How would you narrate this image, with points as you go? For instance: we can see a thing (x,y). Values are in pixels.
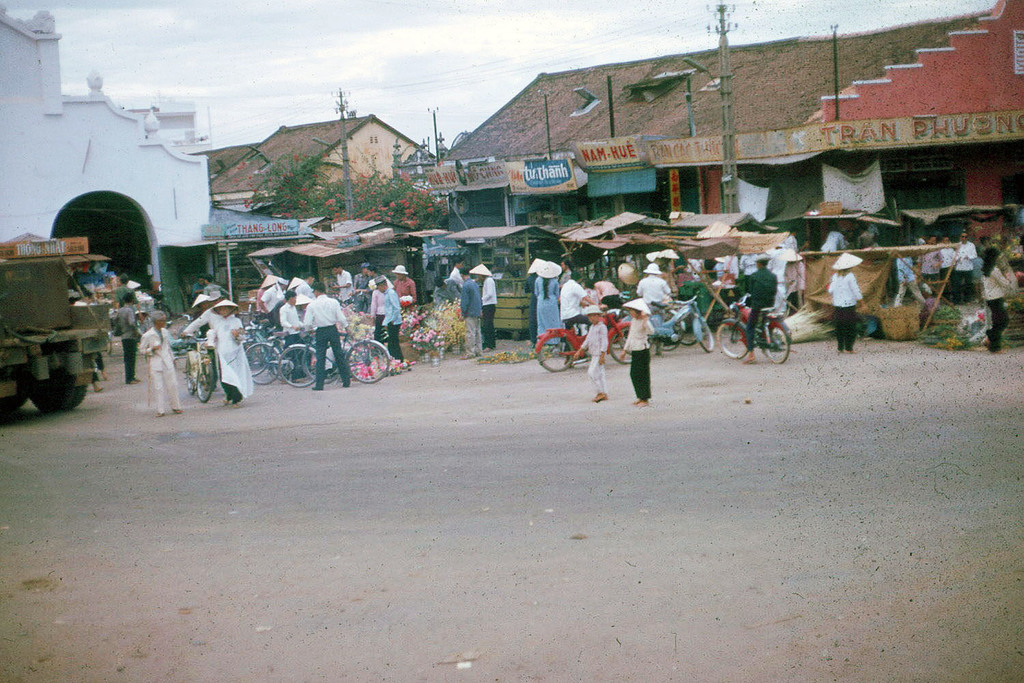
This picture is clicked outside. In the center (642,349) we can see the group of persons (999,293) and we can see the tents (256,254), vehicle (107,327), group of person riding bicycles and we can see the flowers (437,338) and many other objects (427,352) placed on the ground (405,388). In the background (377,30) we can see the sky (439,80), cables (426,87), poles (720,6) and some houses (974,98) and we can see the texts (531,171) on the boards (580,168) attached to the houses (187,229).
